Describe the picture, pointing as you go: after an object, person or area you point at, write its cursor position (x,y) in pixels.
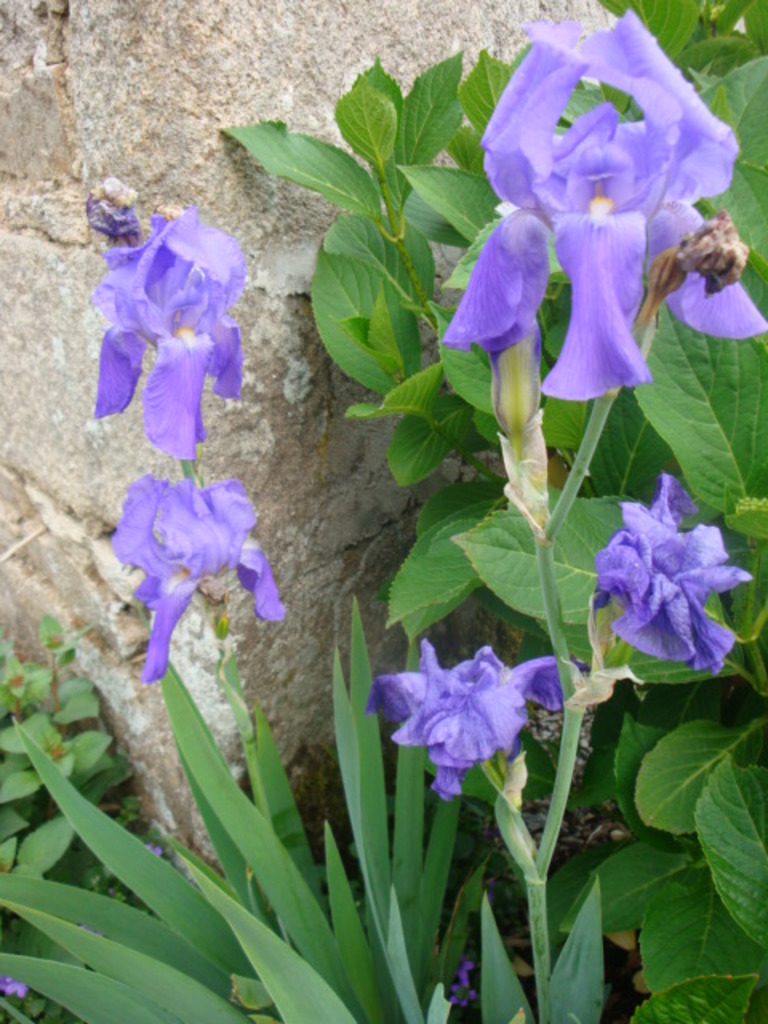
In this picture in the front (418,447) there are flowers (181,577) and there are leaves (290,915) and in the background (207,118) there is a wall (226,96).
